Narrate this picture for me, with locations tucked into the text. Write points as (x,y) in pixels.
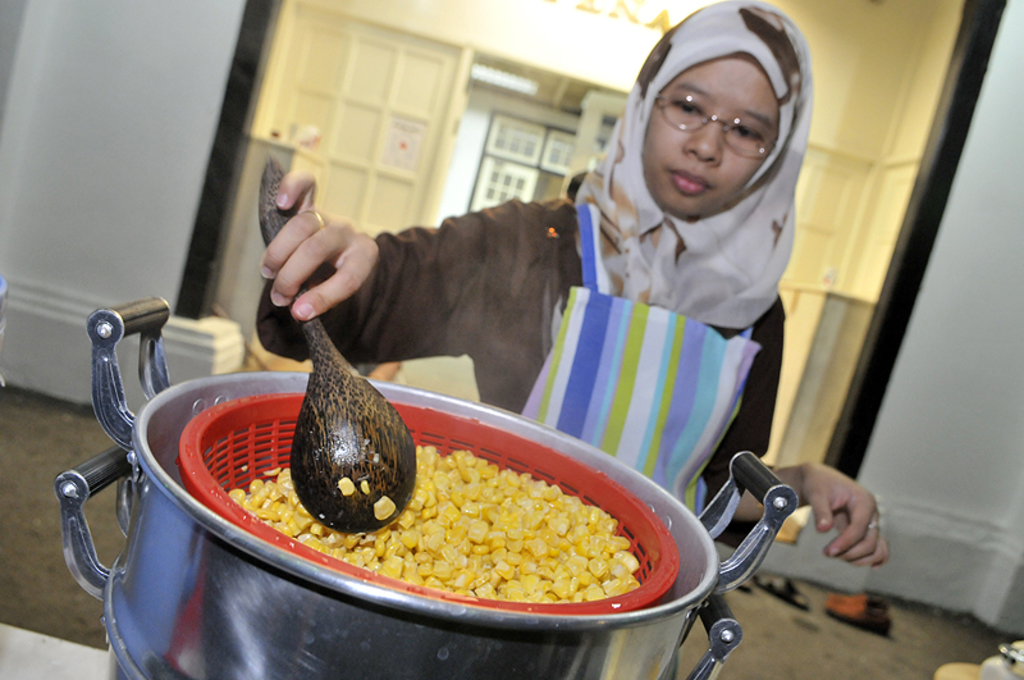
In the given image i can see a person (743,15) cooking a food item (581,540) in the silver metal (156,660).
